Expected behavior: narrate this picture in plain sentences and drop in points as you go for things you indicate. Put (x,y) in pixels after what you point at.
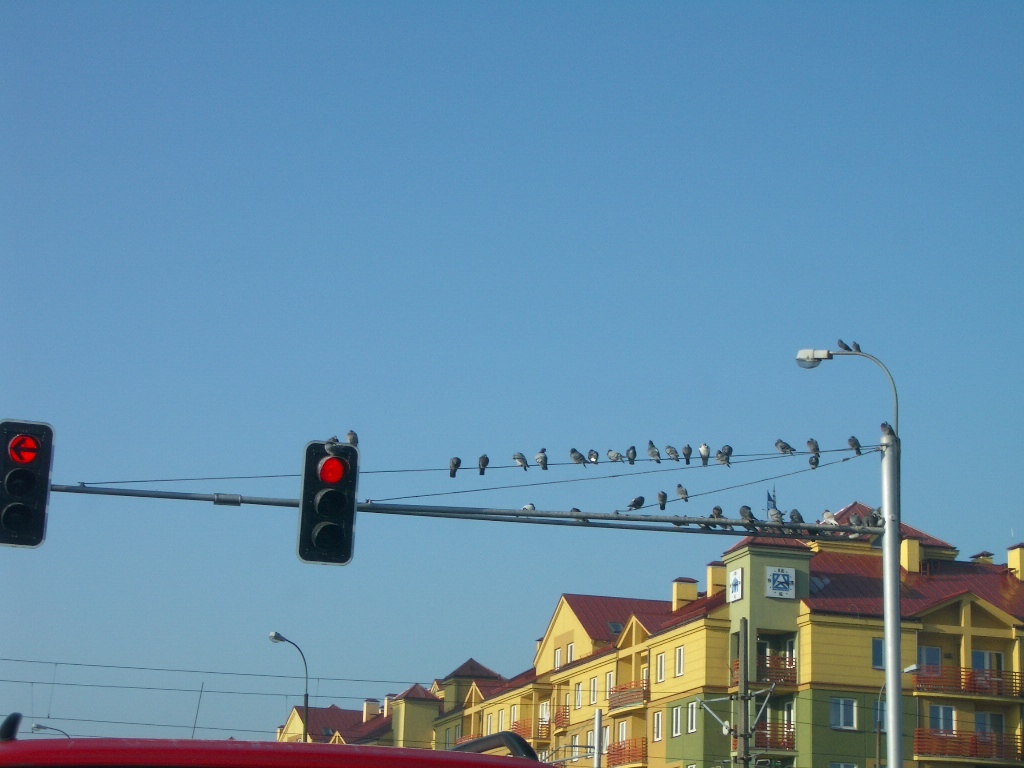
In this picture we can see traffic signals (348,504), poles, lights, birds (702,446) on wires (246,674), buildings (637,675) with windows (876,650) and some objects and in the background (410,273) we can see the sky (365,271).
